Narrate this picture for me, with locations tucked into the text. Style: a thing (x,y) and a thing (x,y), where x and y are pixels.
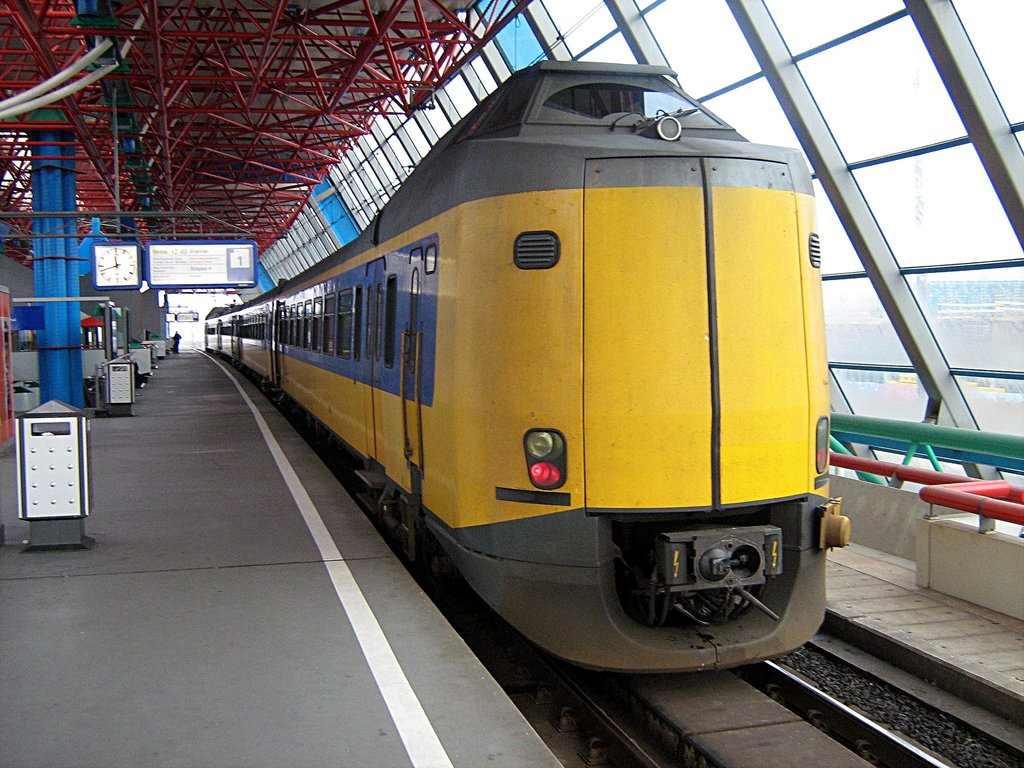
In this image in the center (472,272) there is a train (802,635), and on the right side of the image (925,371) there are glass windows (955,300) and pipes (944,493) and on the left side of the image (116,393) there are some boards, pillars (43,199) and objects (127,325). At the top (309,74) there is ceiling (284,52) and some poles (430,32), and at the bottom (488,730) there is a walkway (164,714) and there is a railway track (600,694).
